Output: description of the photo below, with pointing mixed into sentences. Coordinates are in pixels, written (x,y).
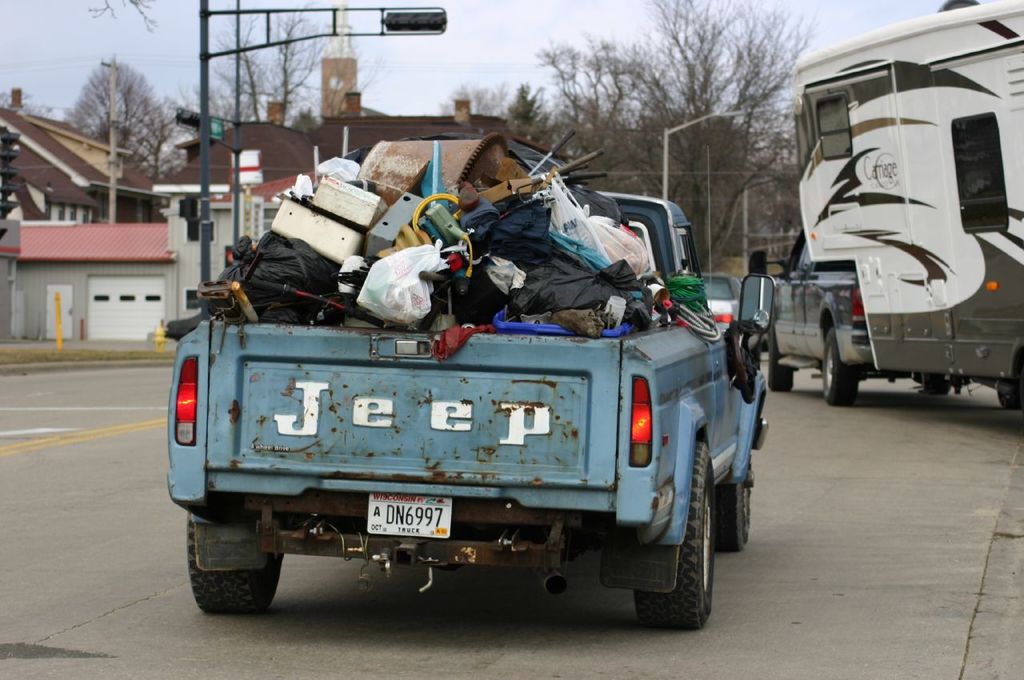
In the picture we can see a road (96,531) on it, we can see a jeep (364,459) with full of scrap (313,304) and in front of the jeep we can see another vehicle (1023,162) and besides the vehicle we can see some poles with lights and houses (8,112) and in the background (599,21) we can see trees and sky (509,93).
